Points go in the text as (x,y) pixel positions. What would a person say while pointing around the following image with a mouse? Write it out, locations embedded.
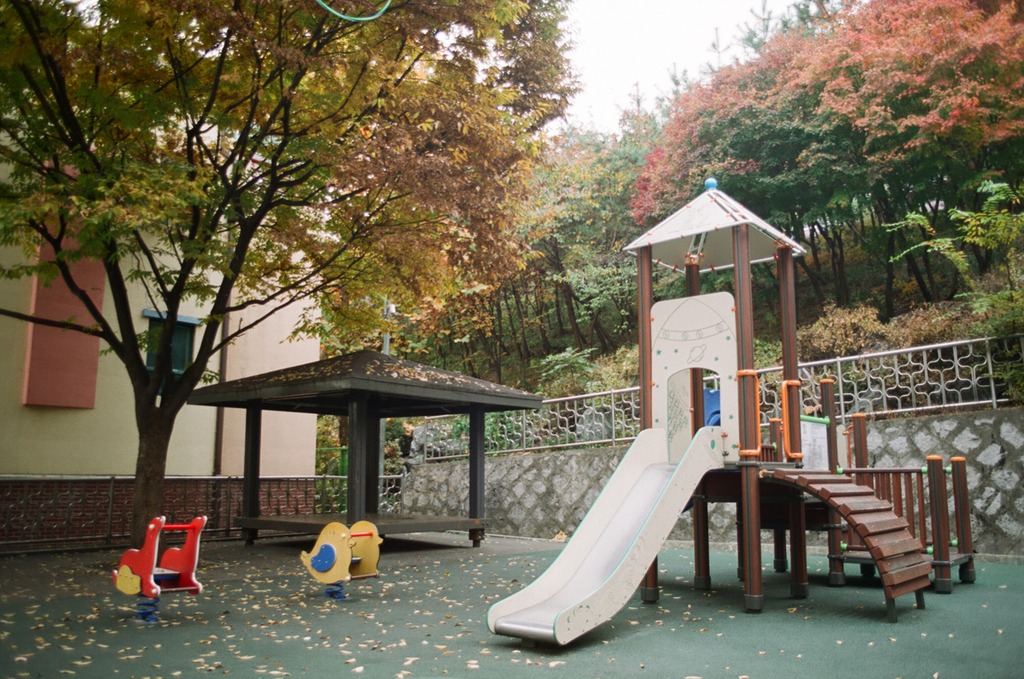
In the image there is a playground slide (661,489) and two other play tools (150,558) and behind that there is a tree (250,205) and beside the tree (137,393) there is some shelter (388,382), behind the shelter (388,356) there is a building (49,377) and in the background (471,358) there are many trees (890,185).
